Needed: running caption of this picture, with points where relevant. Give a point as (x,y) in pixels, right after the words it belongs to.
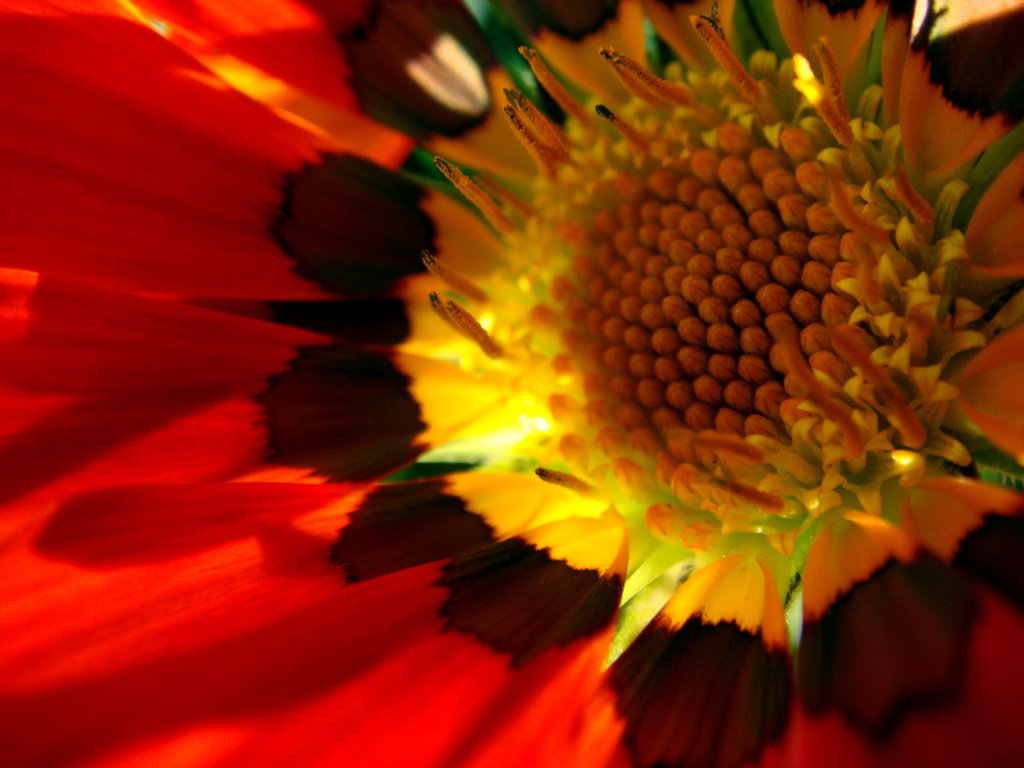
In this image we can see a flower (421,374).
